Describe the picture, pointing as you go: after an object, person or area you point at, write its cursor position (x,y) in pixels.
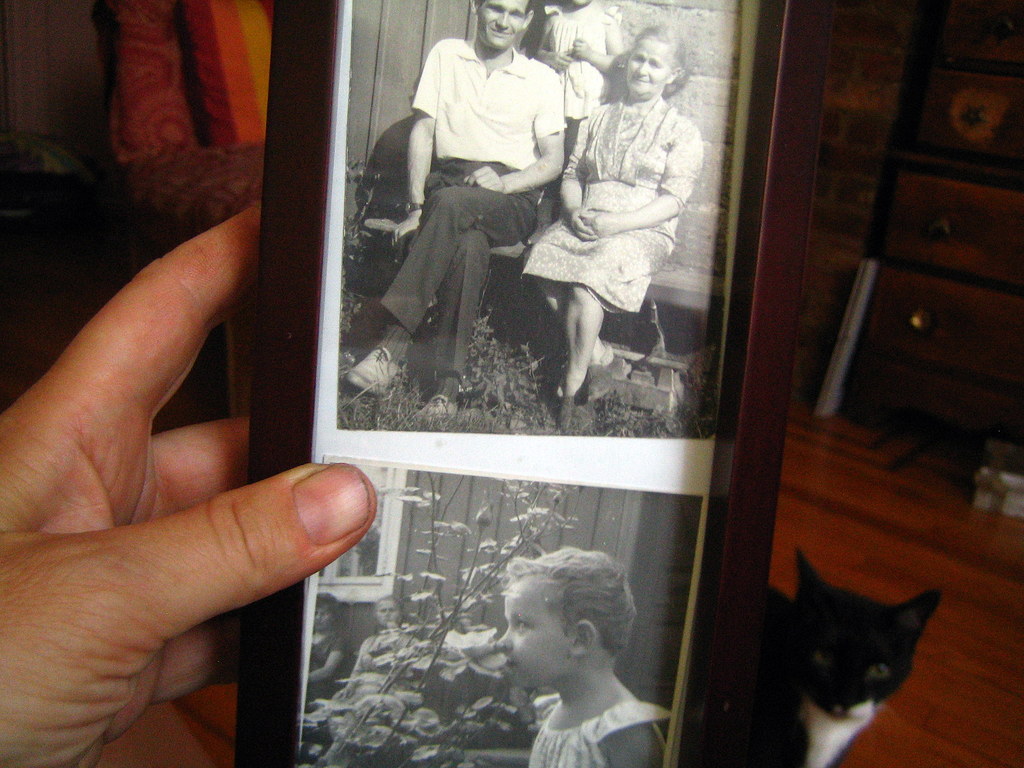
On the left of this picture (177,344) we can see the hand (58,464) of a person (110,307) holding an object (683,538) on which we can see the pictures (521,537) of group of people (509,85) and the pictures (512,272) of some other objects (540,536). In the background (879,684) we can see a cat (911,632), cabinet (978,80) and some other objects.
